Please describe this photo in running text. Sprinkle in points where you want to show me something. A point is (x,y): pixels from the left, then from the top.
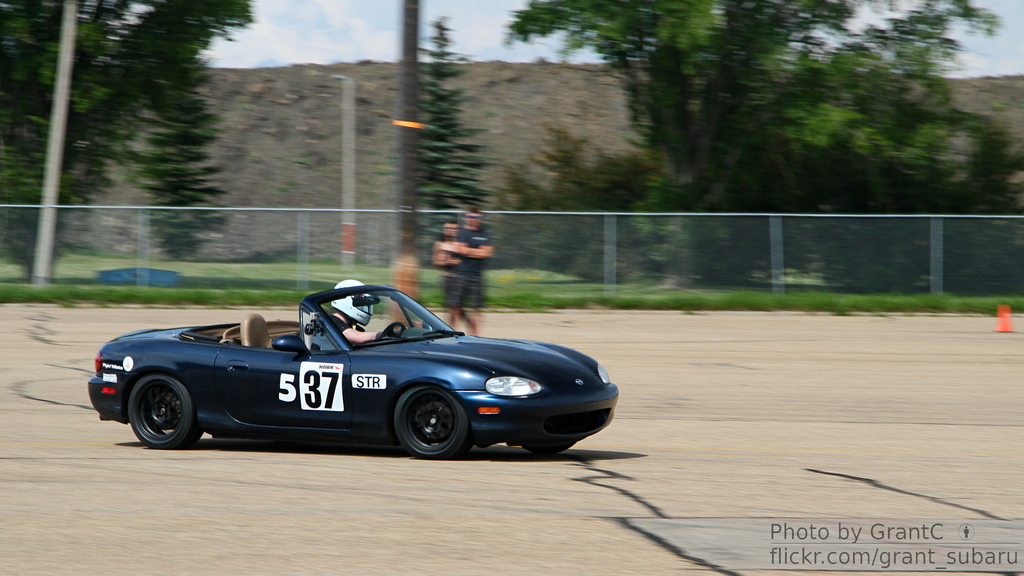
In this image I can see a person (381,334) is driving the car (314,413), it is in blue color, in the middle (449,250) two persons (458,269) are standing, behind them there is an iron fencing (729,260) and there are trees (826,99) at the back side (600,52), at the bottom (946,555) there is water mark (952,561).
